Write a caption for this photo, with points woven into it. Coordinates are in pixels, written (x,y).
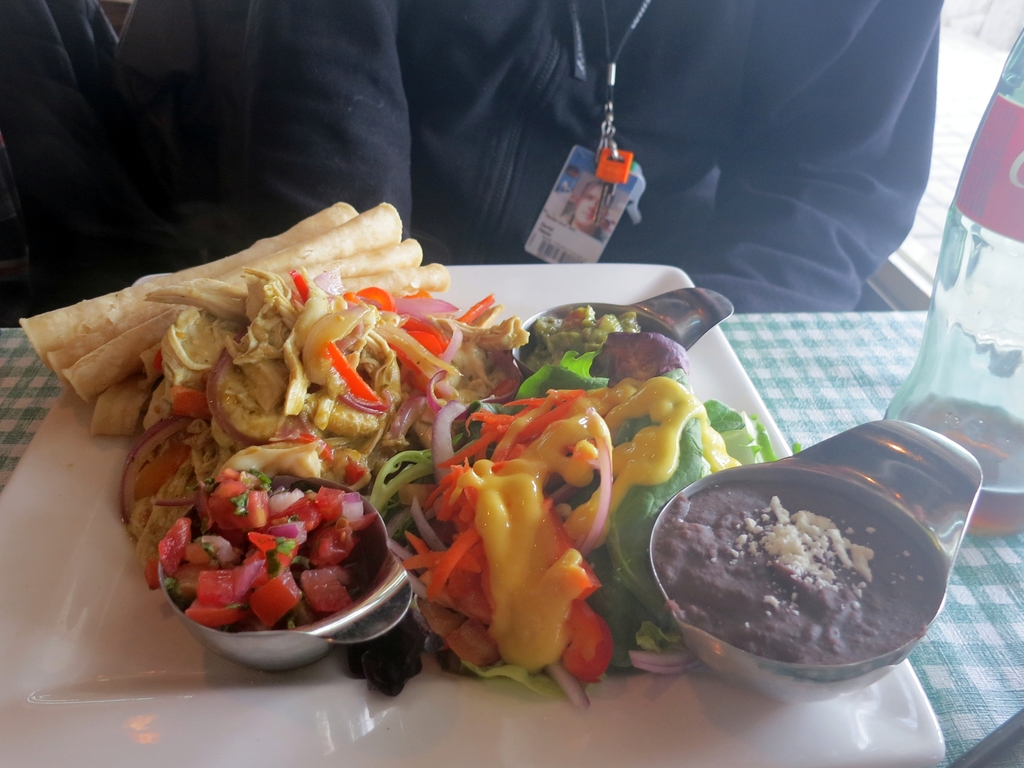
In this picture I can see a person (526,98) sitting in front of the table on which I can see some food items (456,473) and bottle (1008,346) are placed.
